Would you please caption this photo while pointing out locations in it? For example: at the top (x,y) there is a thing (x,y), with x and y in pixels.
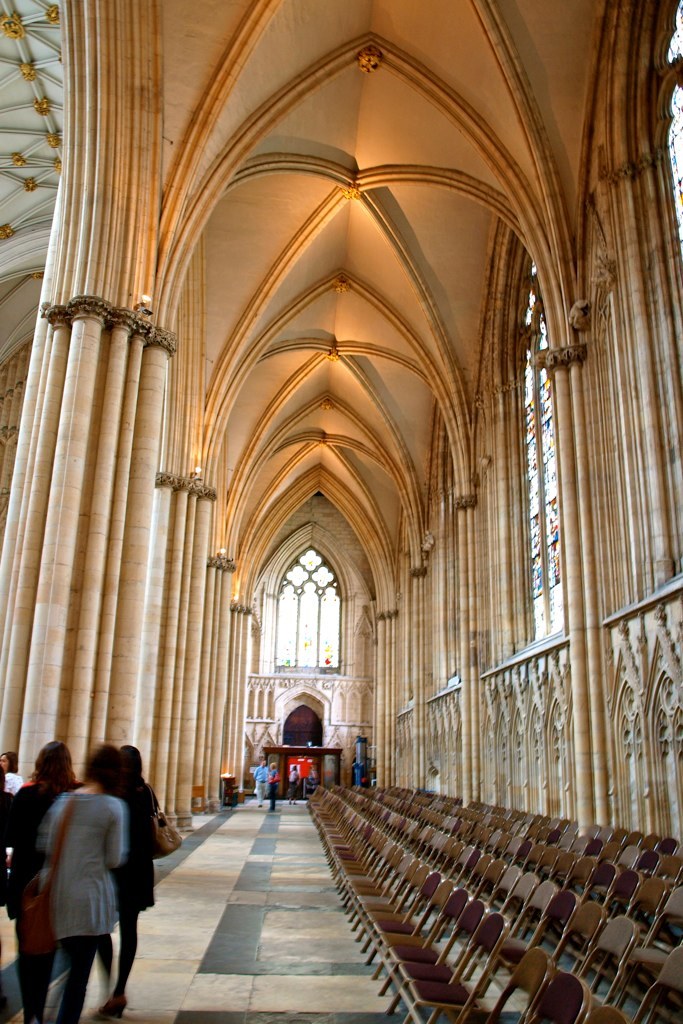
In this image we can see chairs (342,812), building (176,549), stained glasses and persons (274,764) walking on the floor (214,816).
